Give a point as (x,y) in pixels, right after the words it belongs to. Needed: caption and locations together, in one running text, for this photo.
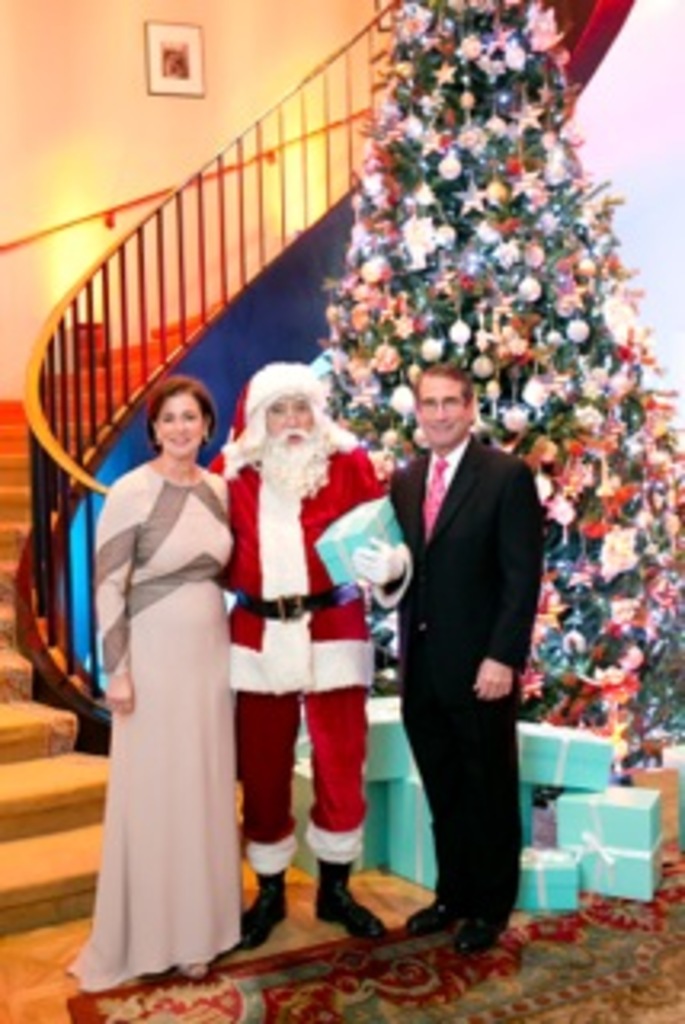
In this image there are three persons (288,510) visible in front of stair case (66,552) and middle person (301,551) wearing a Santa Claus dress (332,505), holding a box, back side there is a Christmas-tree (469,137), there are some boxes (597,754) kept in front of tree (647,730) on floor (610,898), in the top left (37,54) there is the wall (74,31), photo frame (187,84) attached to the wall (213,53).
